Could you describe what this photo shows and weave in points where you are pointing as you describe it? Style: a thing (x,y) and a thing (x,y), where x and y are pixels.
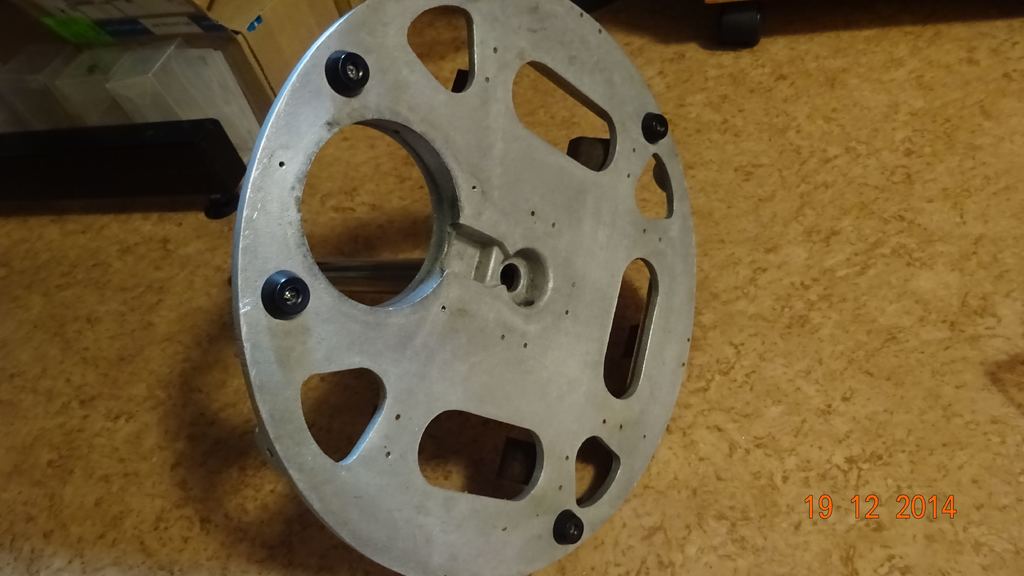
There is an aluminium wheel (616,431) which is attached to the small rod (366,280) on the floor (727,466). On the right side (925,520), there is watermark (935,507). In the background (211,121), there are other objects (156,97) on the floor (163,224).
